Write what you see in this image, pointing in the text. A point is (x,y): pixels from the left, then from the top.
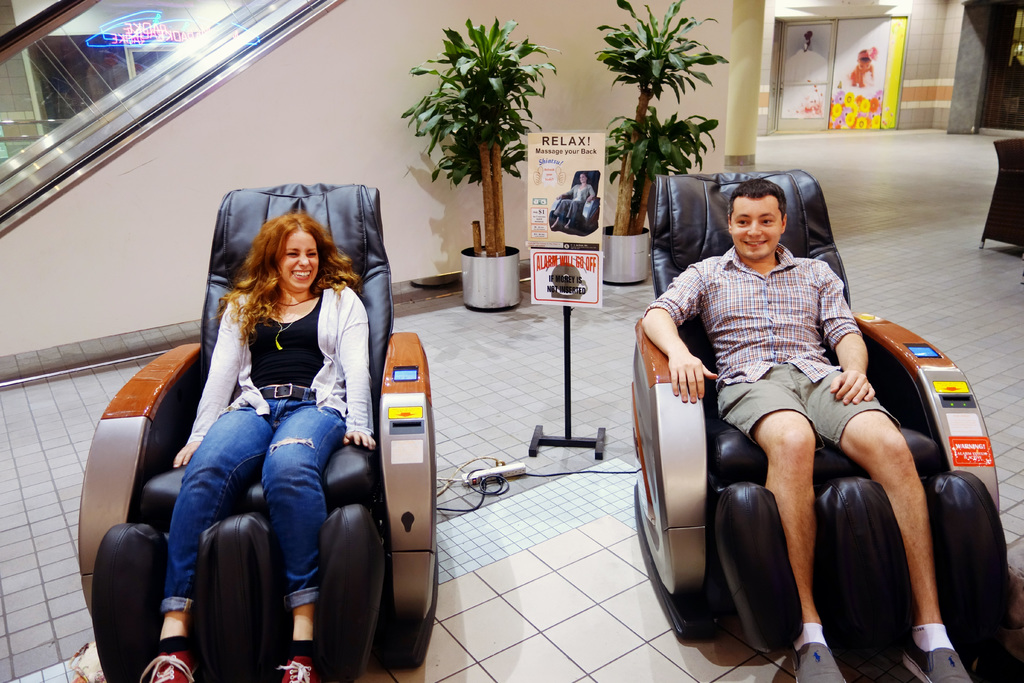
In the middle of the image (591,234) there is a banner (578,174) and there are two plants (690,70) and there are two chairs (714,421) on the chairs (703,229) two persons (863,418) are sitting and smiling. Top right side of the image (958,117) there is a wall (722,45). Top left side of the image (32,28) there is a staircase (242,29).
